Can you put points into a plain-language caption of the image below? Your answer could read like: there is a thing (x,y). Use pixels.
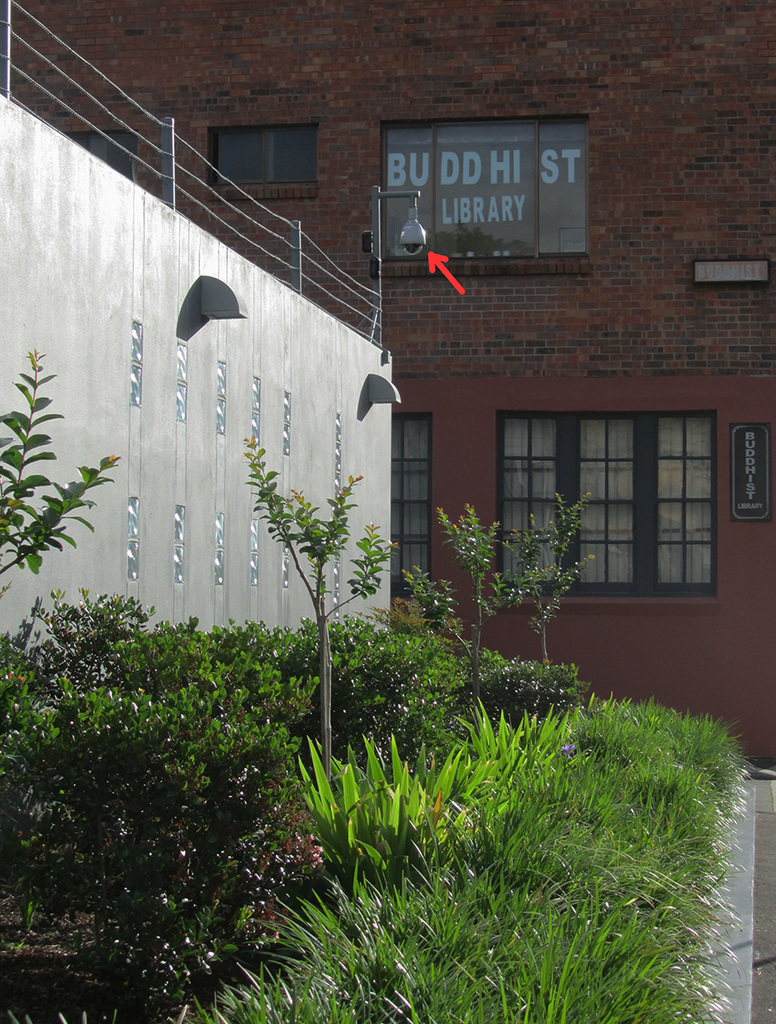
In this image, we can see a building (575,177) and there are boards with text (488,173) and we can see windows (536,492), railings (317,269), a light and there are plants (385,690). At the bottom (755,811), there is a road (755,783).
